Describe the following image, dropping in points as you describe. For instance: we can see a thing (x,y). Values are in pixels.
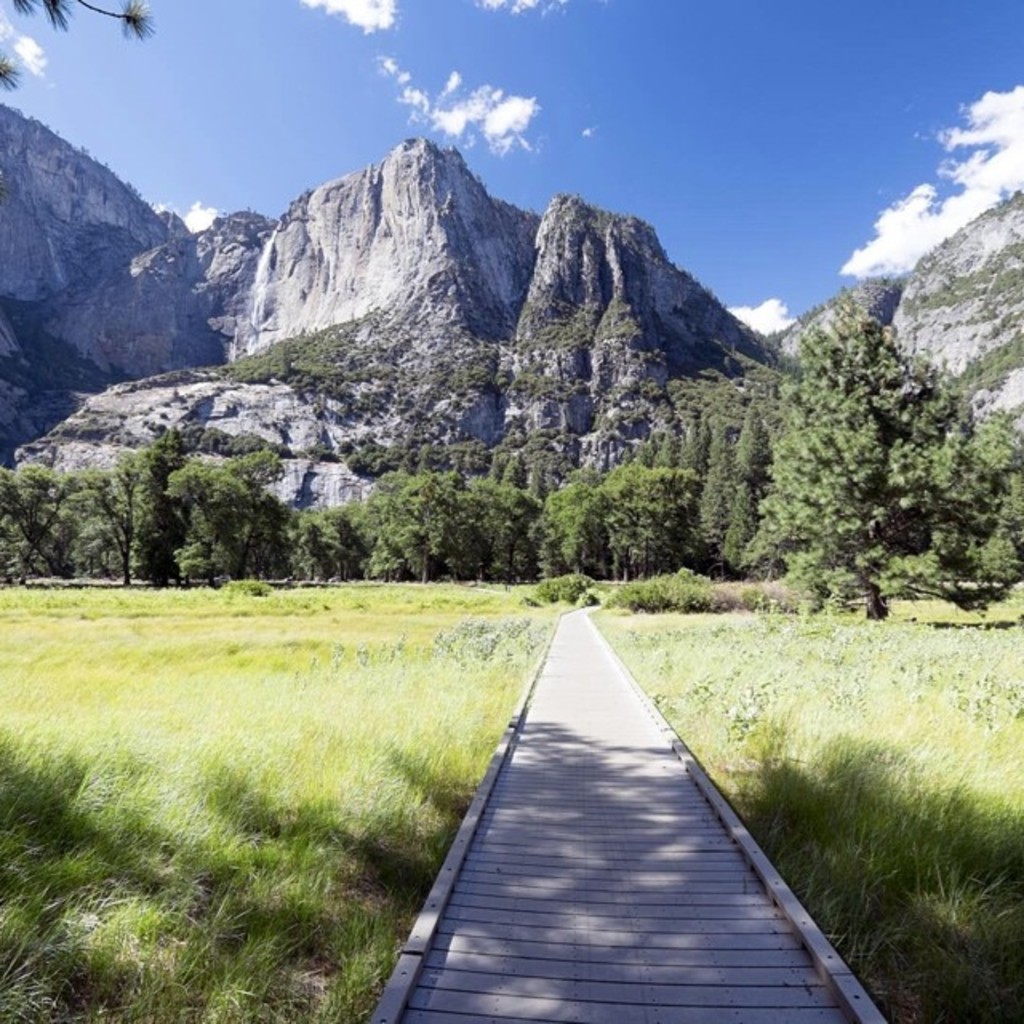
There is a wooden path (525,813). On the sides there are grasses (839,773). In the background (654,535) there are trees (664,500), hills (648,320) and sky (668,121) with clouds (459,114).
